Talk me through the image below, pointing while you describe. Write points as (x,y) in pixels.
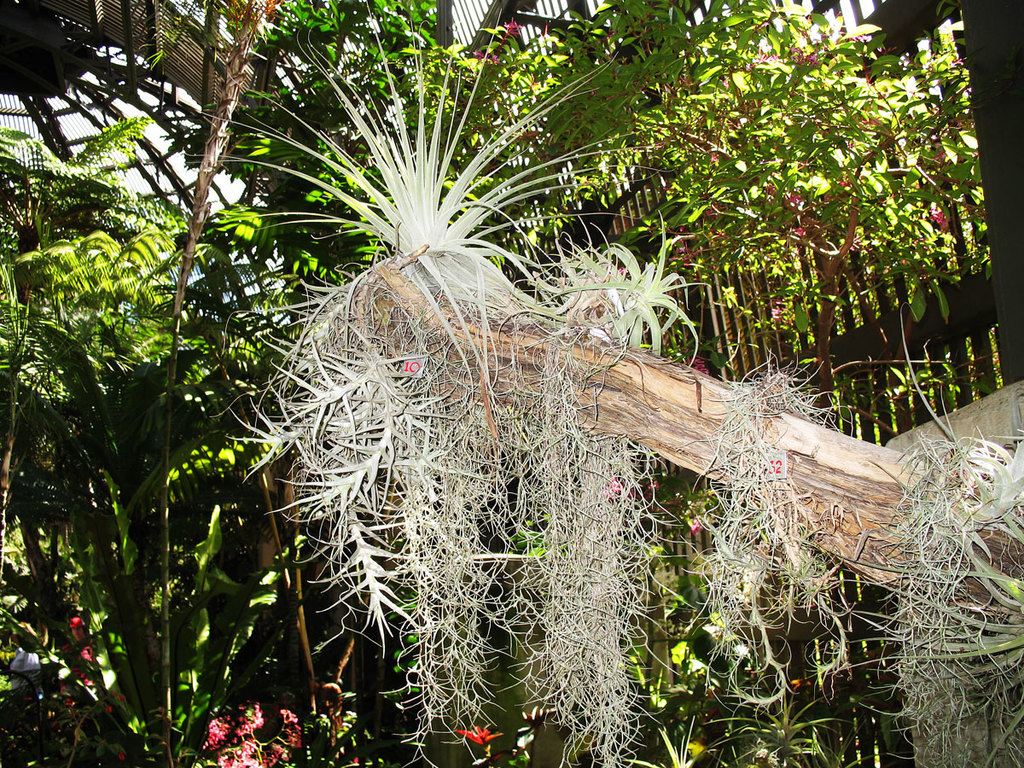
On the right side (1017,509), there is a tree (1019,513) which is slightly bending and is having leaves (426,195). In the background (999,320), there is fencing (788,353), there are plants (531,726) having flowers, there are trees (498,75) and there is a roof (156,137).
